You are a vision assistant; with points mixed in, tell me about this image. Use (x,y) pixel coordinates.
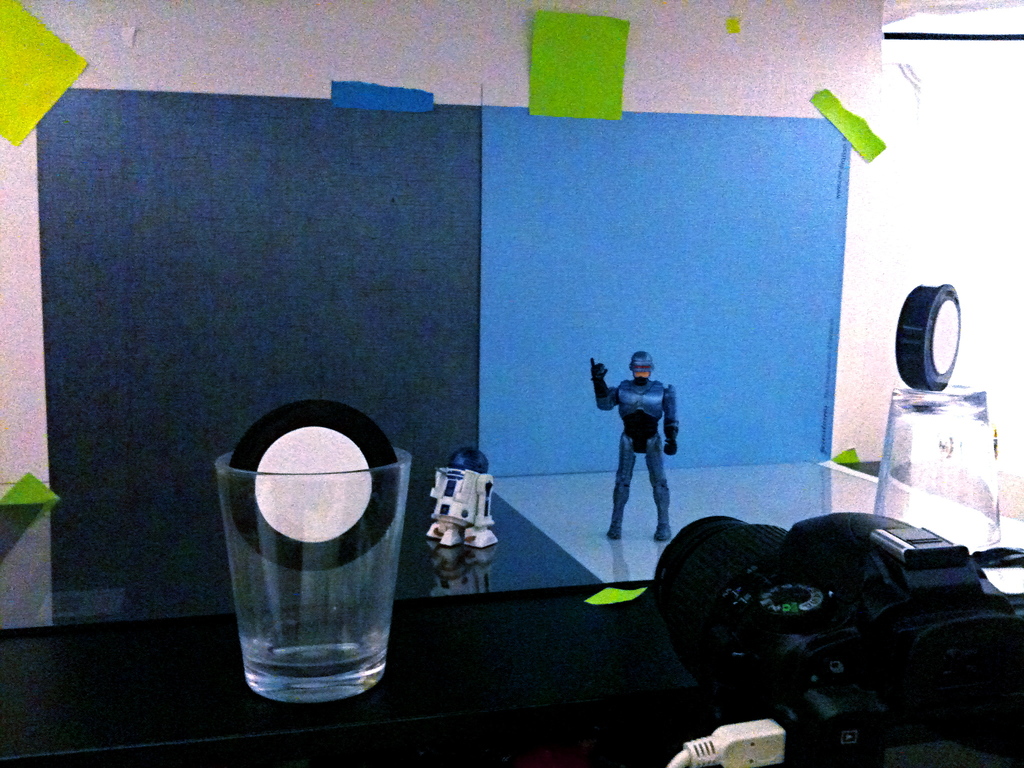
In this image at the bottom (157,518) there is a table (17,540), on the table (447,630) there is a glasses (309,656) and some object (685,564), toy (674,422). In the background (355,264) there are charts (602,279) on the wall (864,166), and some light (982,127) is coming out.
